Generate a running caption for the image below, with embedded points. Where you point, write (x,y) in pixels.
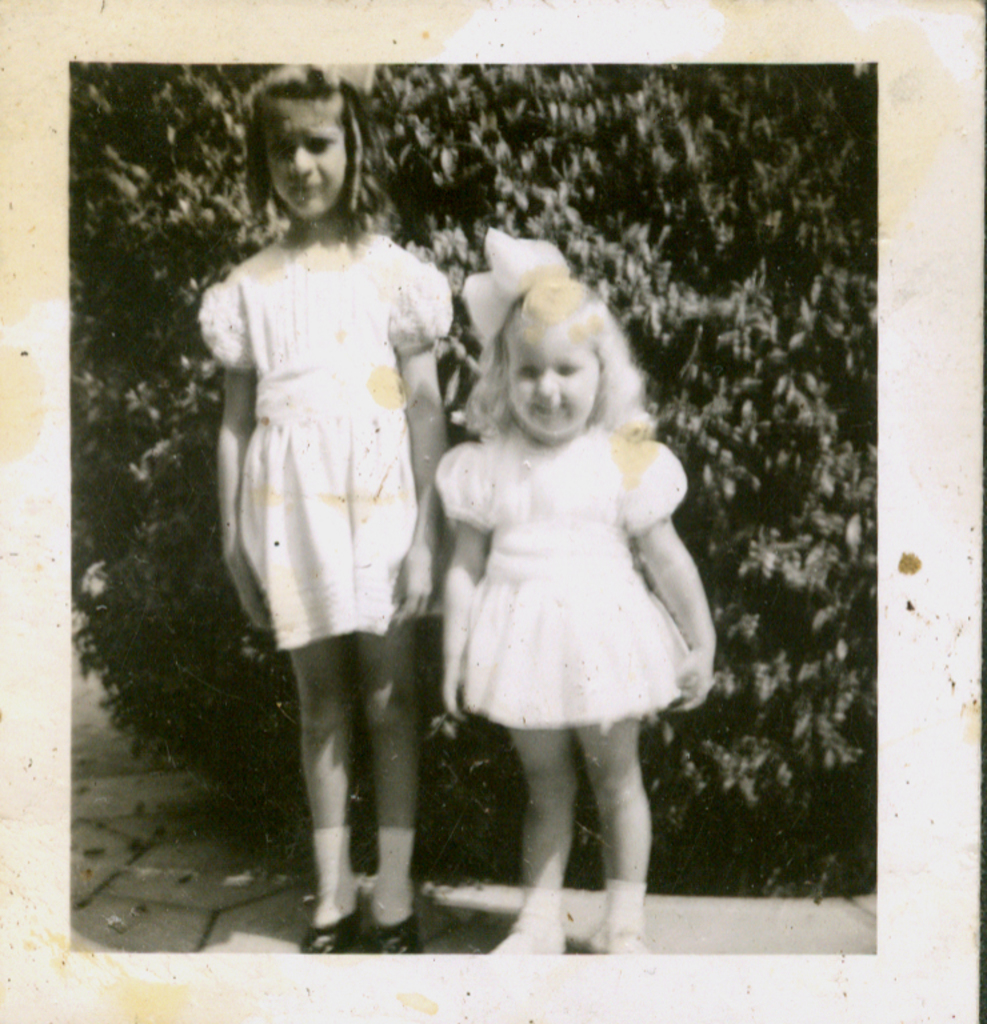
In this image we can see a photo frame (546,495) of two girls (499,501), behind them we can see the trees (467,356).
